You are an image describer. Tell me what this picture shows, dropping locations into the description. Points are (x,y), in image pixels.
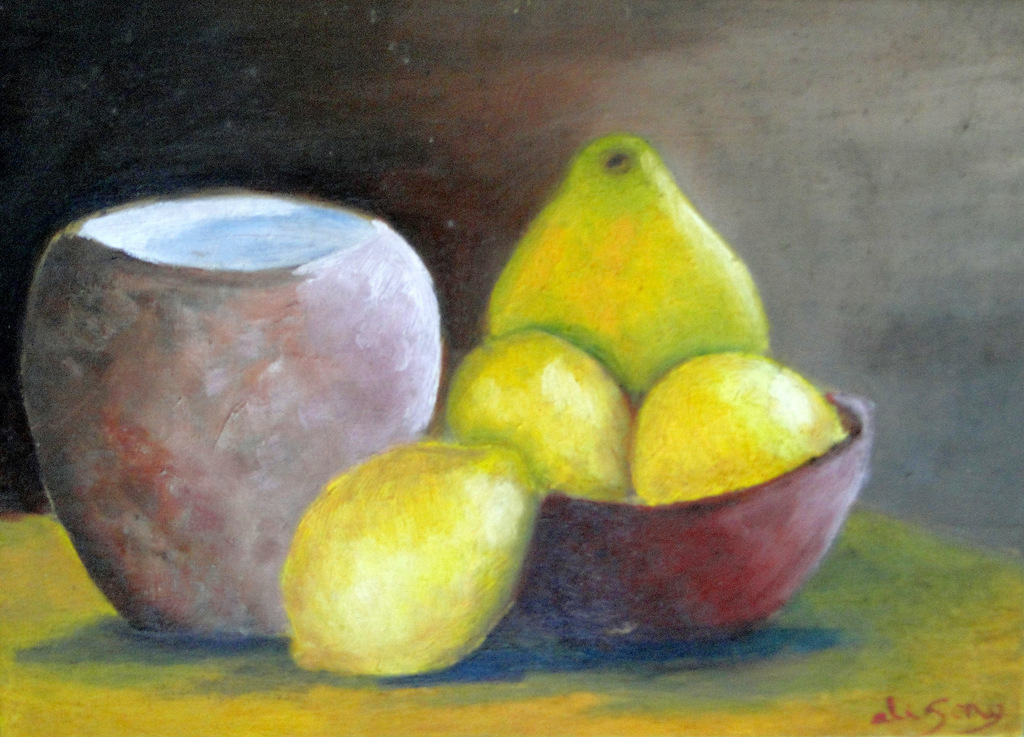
This is a painting, in this picture we can see a pot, bowl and fruits (644,240).
